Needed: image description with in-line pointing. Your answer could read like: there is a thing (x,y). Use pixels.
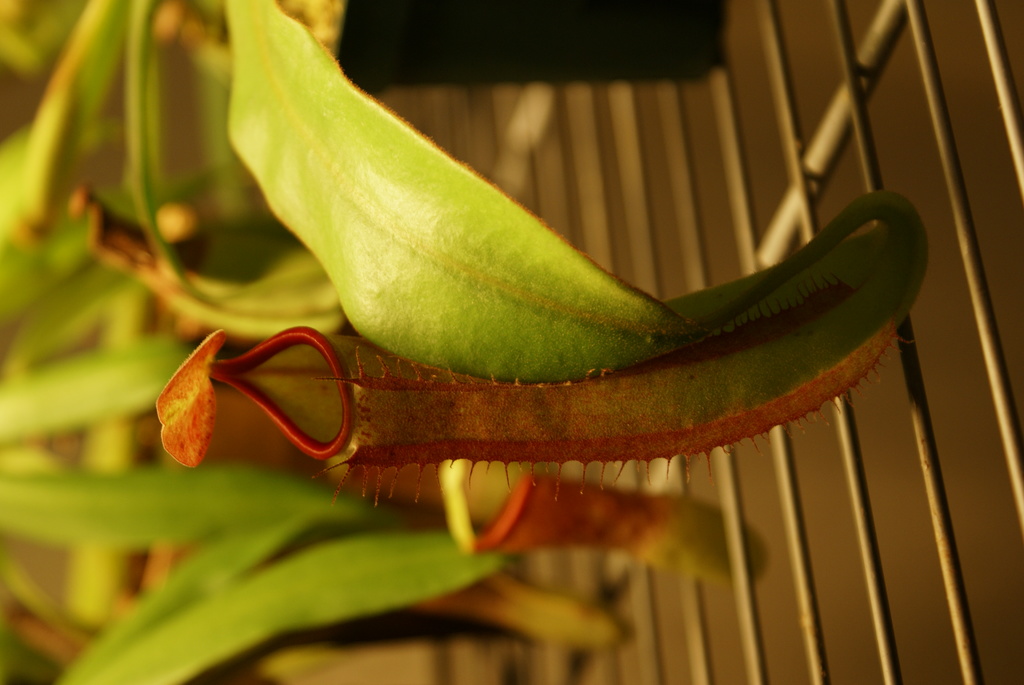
In this image I see the green leaves (309,211) and I see the grill (778,469) over here and I see that it is blurred in the background (301,594).
